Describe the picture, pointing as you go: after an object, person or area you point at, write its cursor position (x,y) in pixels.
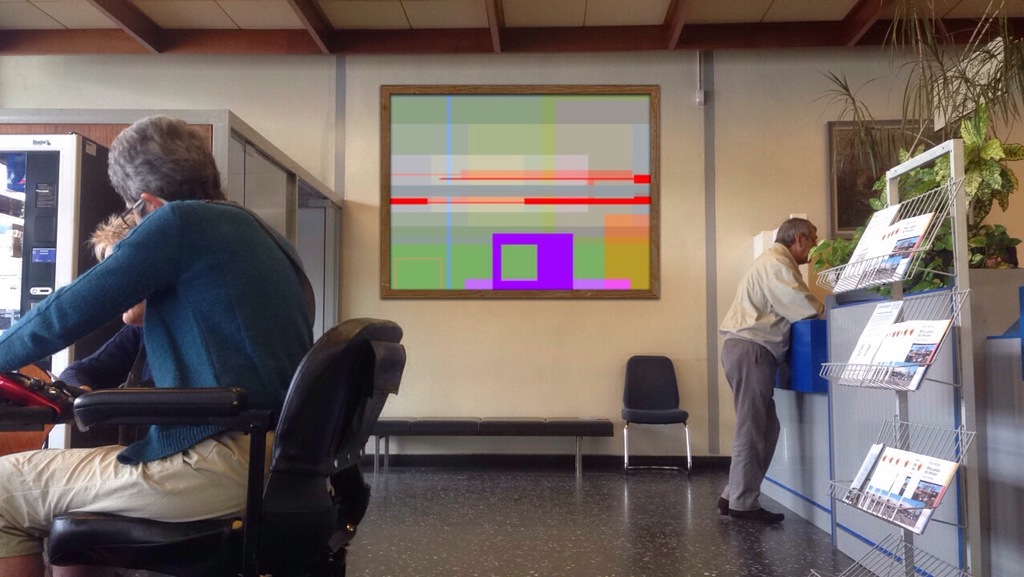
This picture is clicked inside the hall (405,293). On the left (213,293) we can see the two people (196,287) sitting on the chairs (231,426). On the right (798,290) there is a person (743,304) standing on the floor (712,524) and we can see the rack (925,275) containing books (878,480). On the right (977,225) we can see the green leaves (974,213) and the tables (849,327). In the background (371,234) we can see the wall (357,109), roof (217,0), chair (652,414), bench (493,425) and some other objects (476,190).
